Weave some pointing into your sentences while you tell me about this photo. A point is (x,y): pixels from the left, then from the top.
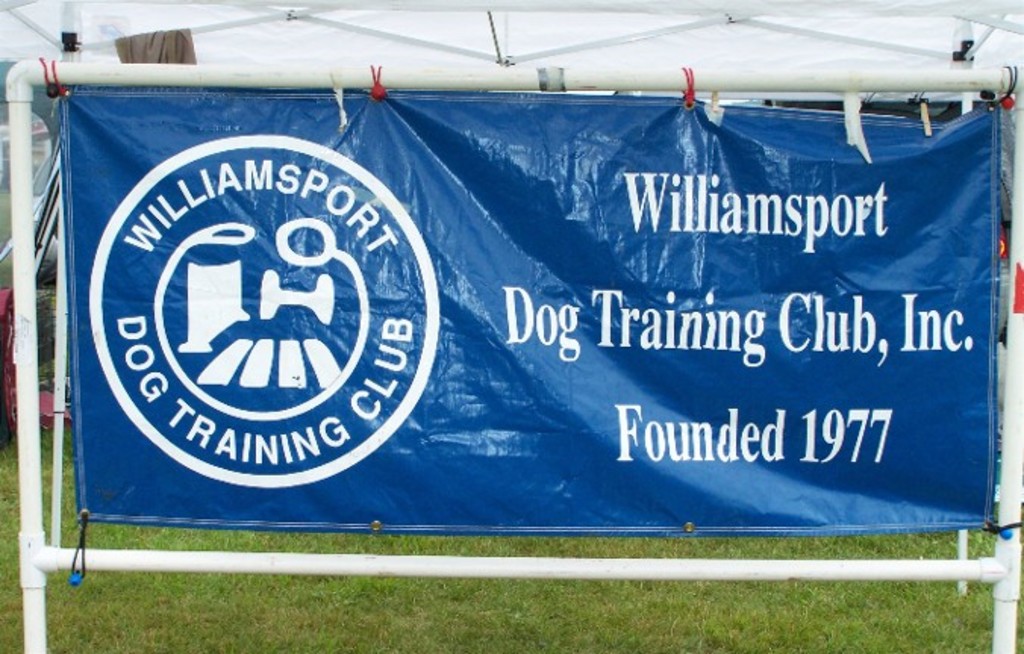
In this image there is a banner (483,352) hanging to the pole (20,324) under the tent (139,19).
